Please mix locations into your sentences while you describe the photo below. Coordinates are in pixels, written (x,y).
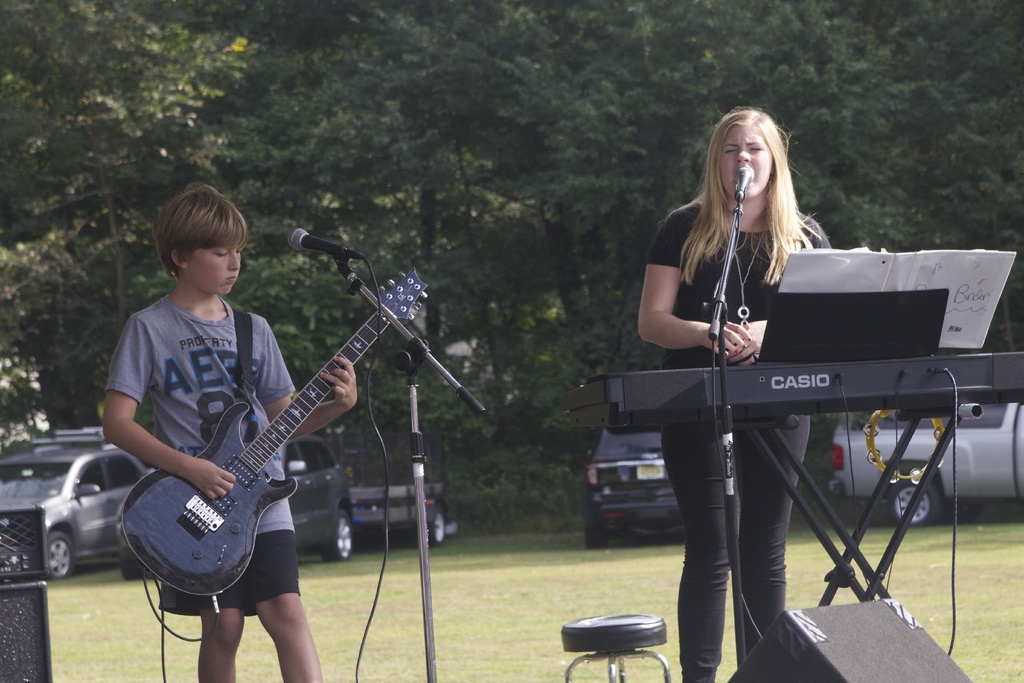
In this image, we can see a woman (741,454) is standing near piano (747,385). In the left side of the image (229,380), a boy (229,384) is playing a guitar (253,463). Here we can see a microphone (307,247) and a stool (611,619) here. In front of women (760,278) we can saw a book (904,273). The background (668,495), we can see few vehicles (854,468) are parked. Here we can see a number plate (652,477), wheel (348,546) and grass (490,594) here. Left side of the image (20,627), we can see speakers (18,591). And the background (151,182), we can see few trees (568,94). The right side of the image (872,440), we can see a musical instrument (873,443) and wires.
